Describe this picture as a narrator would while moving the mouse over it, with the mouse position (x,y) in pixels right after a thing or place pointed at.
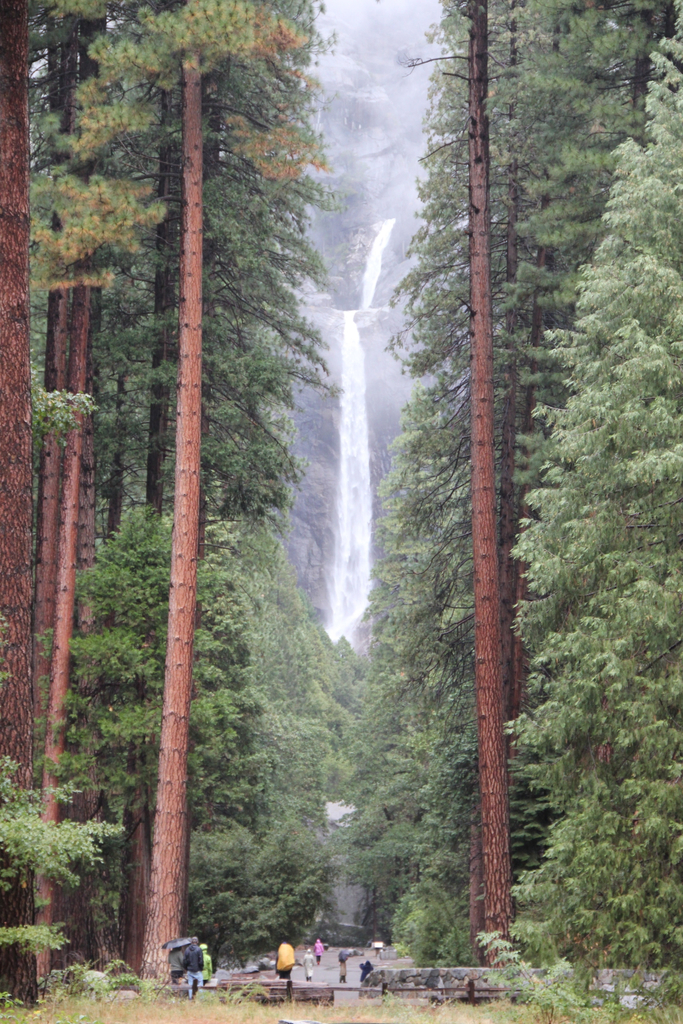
In this image we can see the trees (228,513) and also the waterfalls (342,479). We can also see a few people (309,962) on the road (358,972). Grass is also visible and we can see the umbrellas (188,940).
